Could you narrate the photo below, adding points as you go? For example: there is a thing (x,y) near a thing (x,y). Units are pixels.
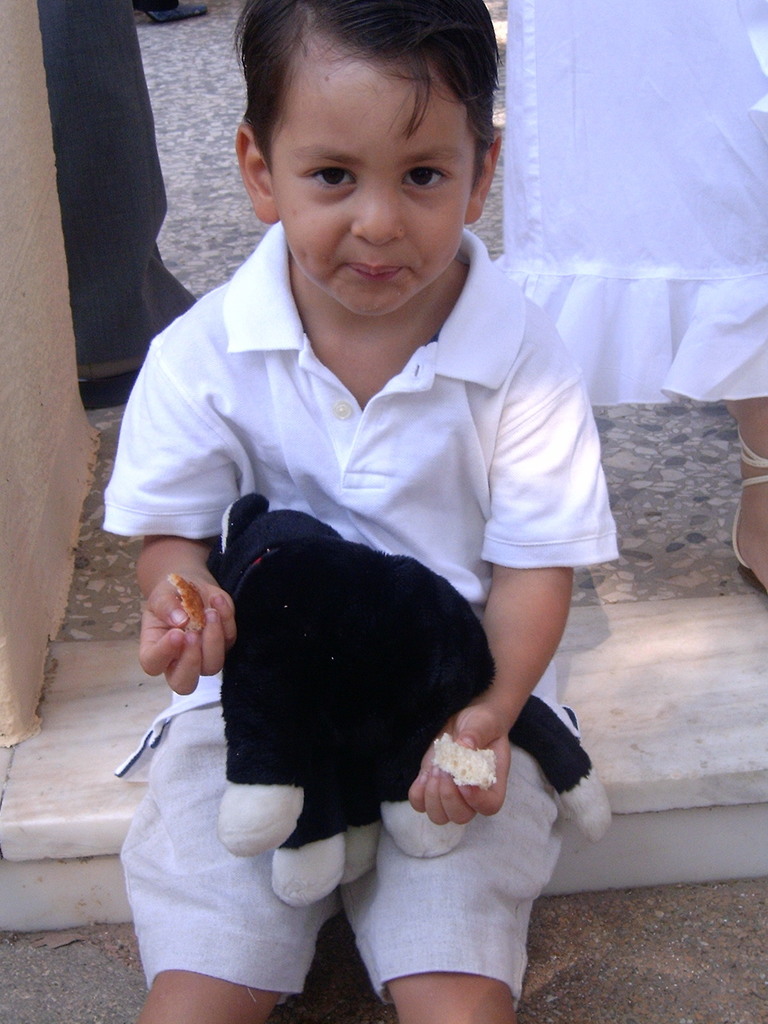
In this image there is a small boy (522,889) sitting holding a teddy bear (241,847) in lap (482,857) and some food items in hand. behind him there is a woman (759,132) standing.
